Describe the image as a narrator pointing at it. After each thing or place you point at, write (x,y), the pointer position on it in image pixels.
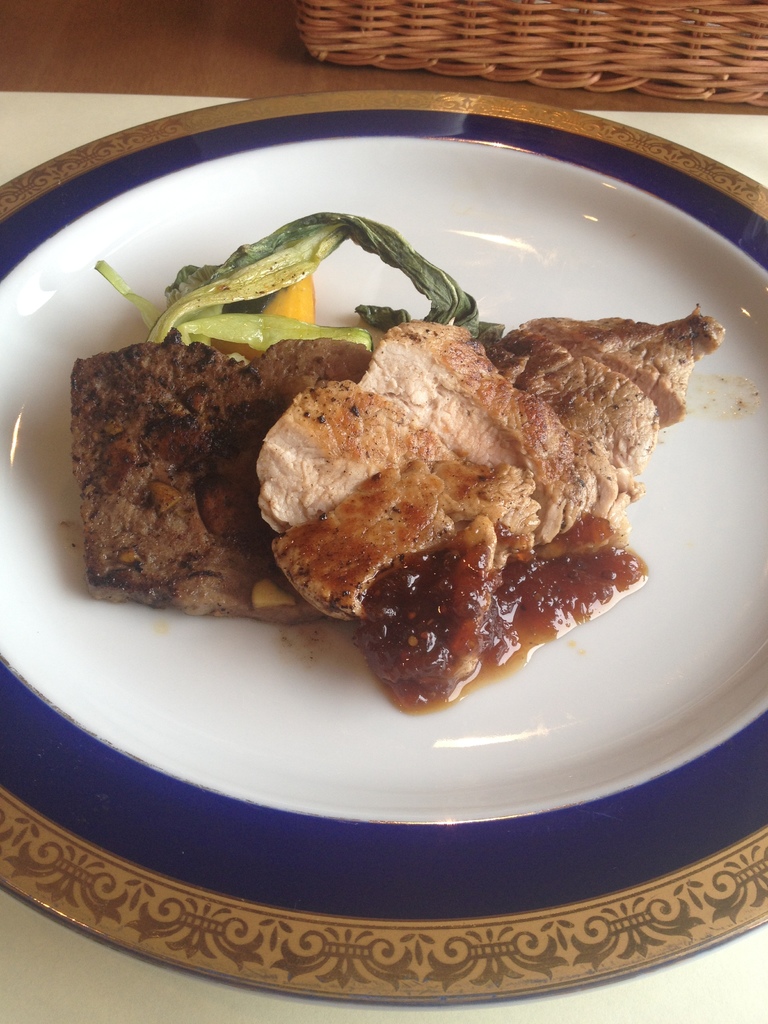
In this picture we can see some food items (268,335) on the plate (409,125). We can see an object (483,28) on a wooden surface (0,27).
